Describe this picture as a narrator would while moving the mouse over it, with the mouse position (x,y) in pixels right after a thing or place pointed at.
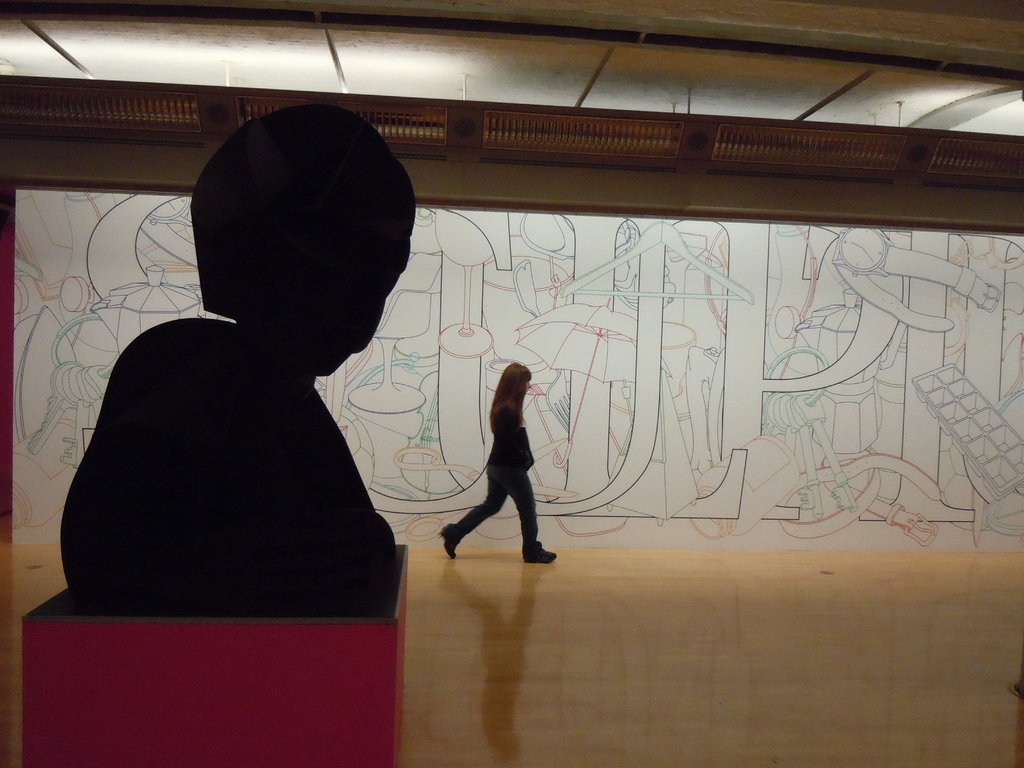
Here we can see a statue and there is a person (509,388) walking on the floor (703,695). In the background (723,415) we can see drawing (876,353) on the wall (394,302).
